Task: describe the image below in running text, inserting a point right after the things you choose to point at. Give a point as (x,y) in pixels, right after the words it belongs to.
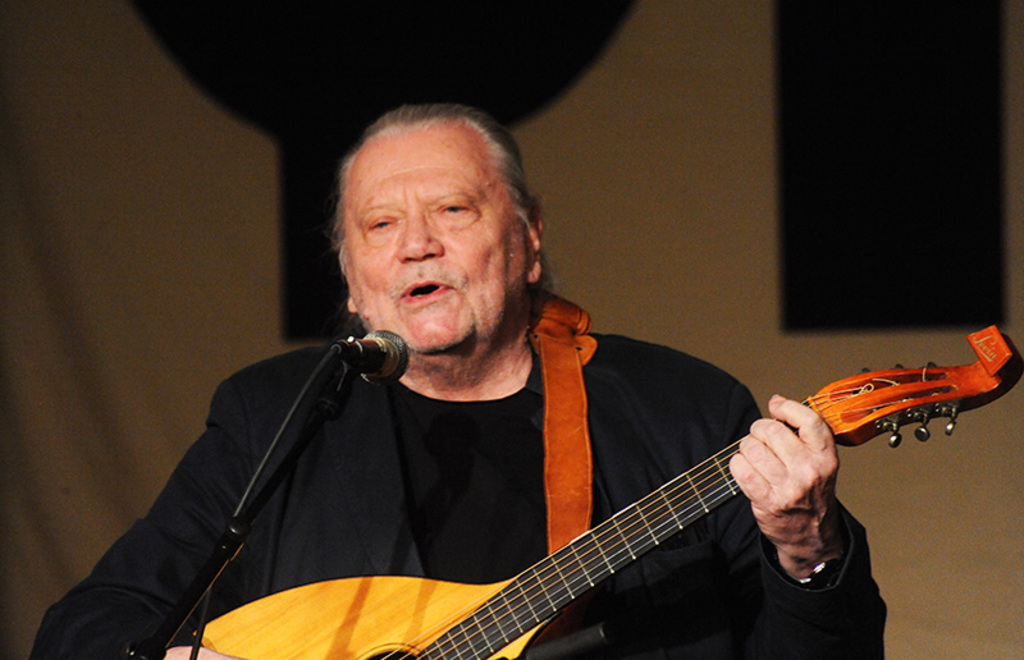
In this image there is a man (494,504) wearing and holding a guitar (615,542) in his hand (794,424). In front of him there is a microphone (376,356) to its stand (225,545). In the background (149,265) there is a cloth (768,149).
